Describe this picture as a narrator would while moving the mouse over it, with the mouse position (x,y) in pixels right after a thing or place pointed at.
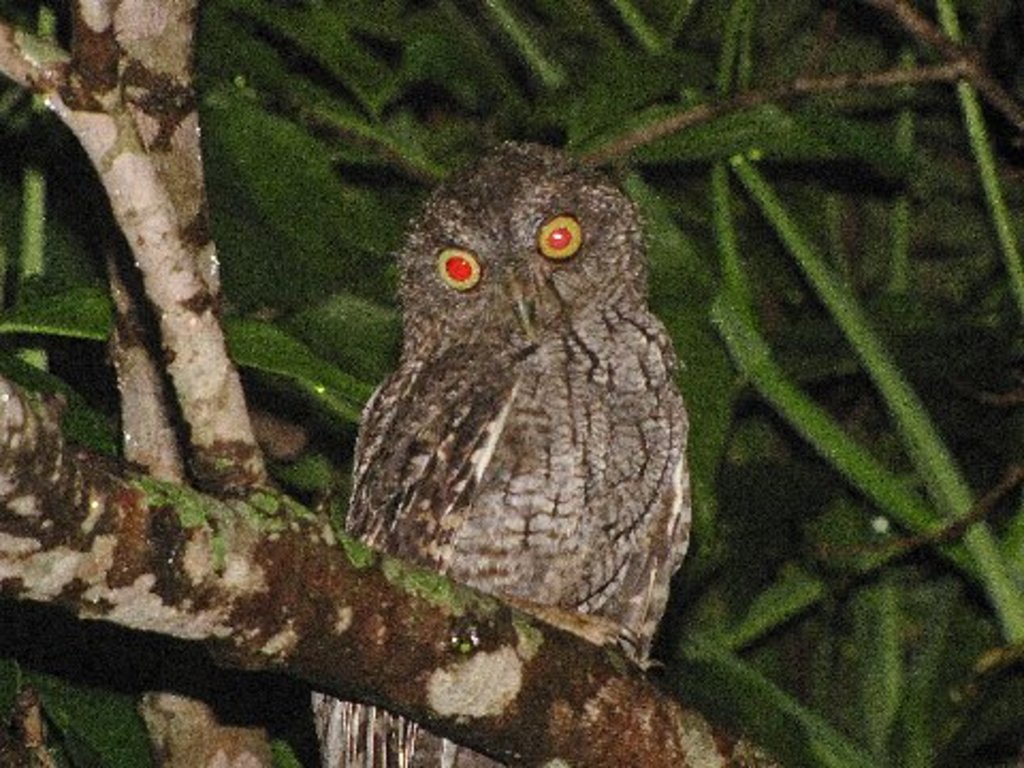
In this image in the center (521,321) there is an owl (572,355), and in the background (813,537) there are some trees (214,521).
